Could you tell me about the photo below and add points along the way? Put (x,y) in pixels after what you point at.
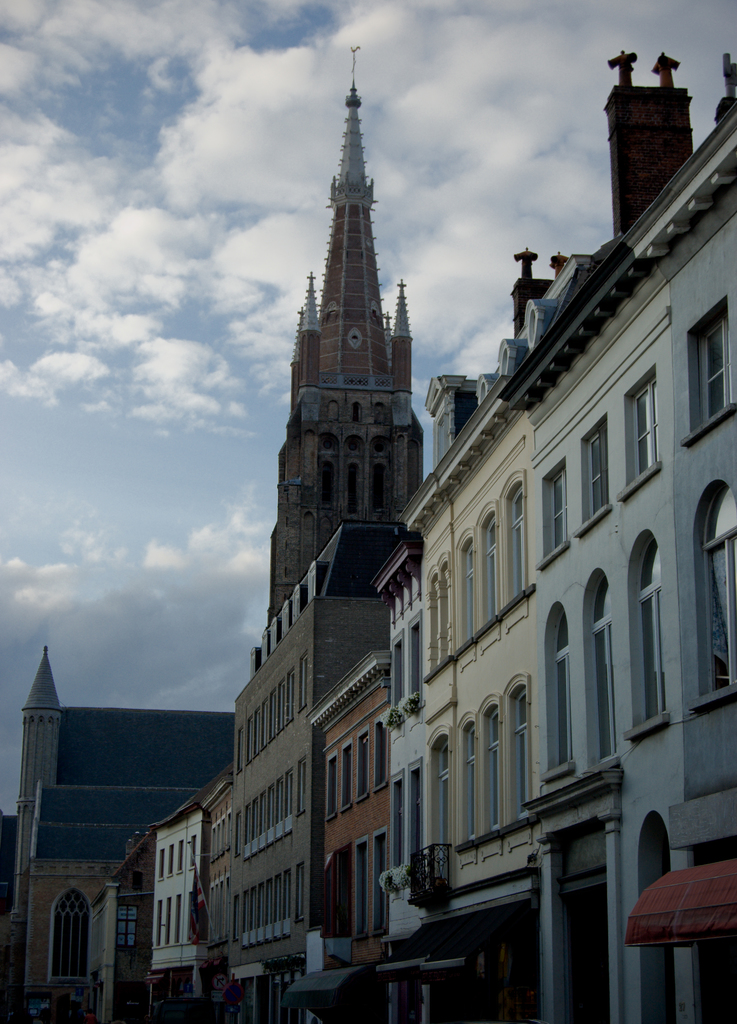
There are many buildings (276,699) with windows (562,670). In the background (234,295) there is sky (397,128) with clouds (506,103).
